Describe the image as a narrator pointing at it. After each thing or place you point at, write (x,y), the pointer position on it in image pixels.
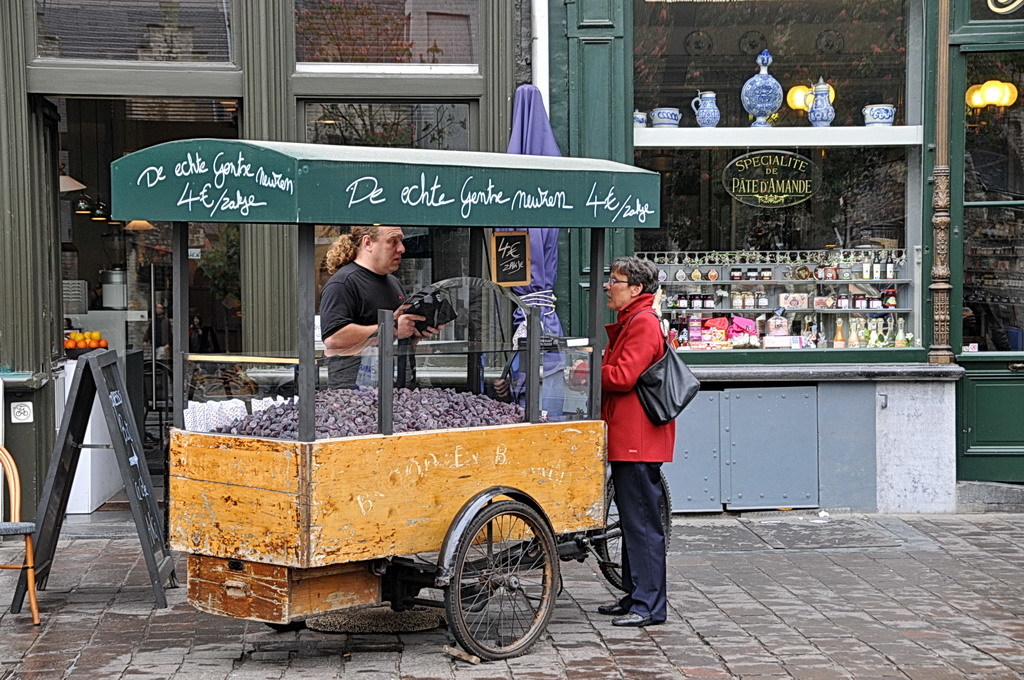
There are two people (638,434) standing and this person (625,425) wore bag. We can see cart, board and chair (17,521). Background (694,8) we can see stall (809,367) and glass (882,178), through this glass (313,113) we can see trees (841,167) and lights (800,103).
